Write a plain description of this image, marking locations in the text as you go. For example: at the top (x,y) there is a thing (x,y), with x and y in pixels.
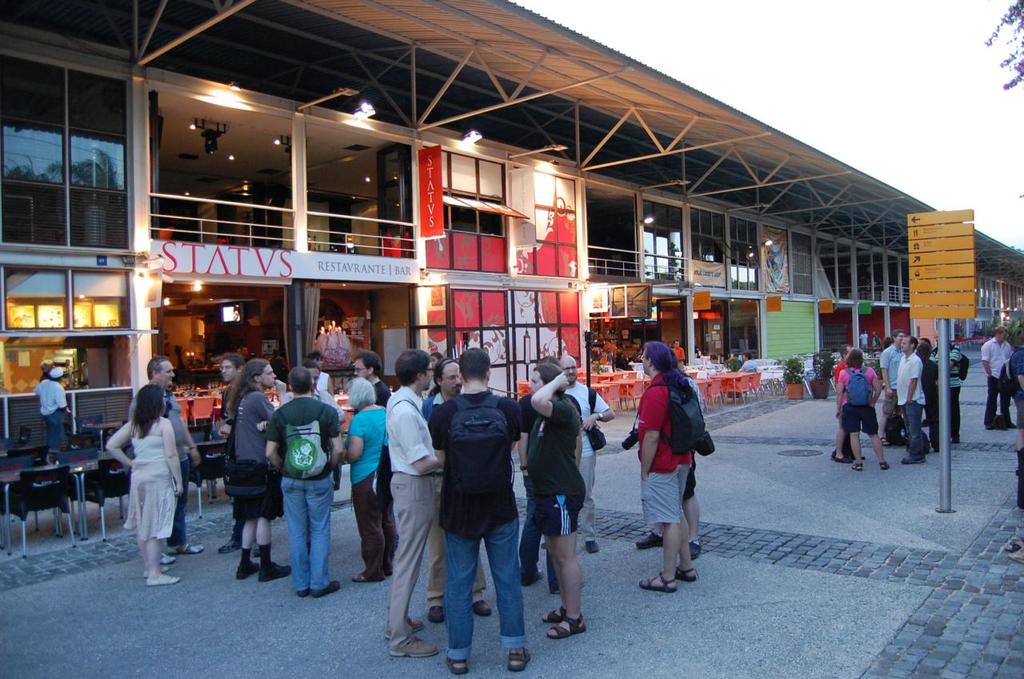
In this image I can see a group of people (557,485) standing and few people (461,546) are holding bag (494,421). Back Side I can see chairs (90,482), tables (78,487) and buildings (152,235). In front (927,287) I can see a yellow color signboard (933,241) and lights (362,108). We can see few stores (581,318) and flower pots (811,383). The sky (997,75) is in white color.
